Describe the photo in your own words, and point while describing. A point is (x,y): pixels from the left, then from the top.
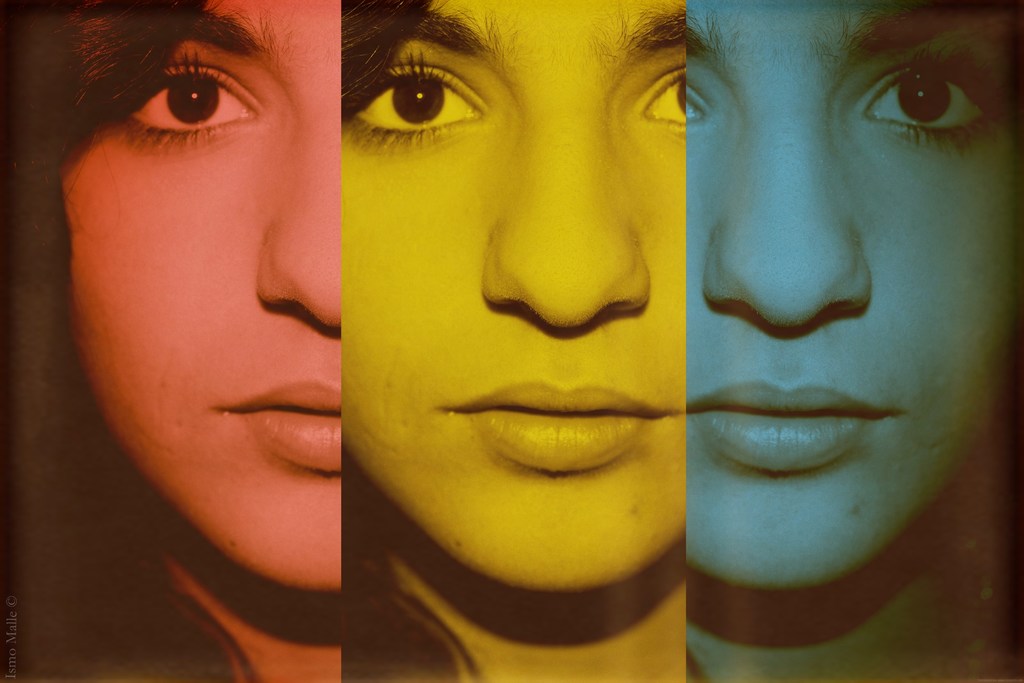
This is an edited image and we can see the eyes (220,96), eyebrows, noses (577,244) and mouths (495,414) of the persons (416,235).
